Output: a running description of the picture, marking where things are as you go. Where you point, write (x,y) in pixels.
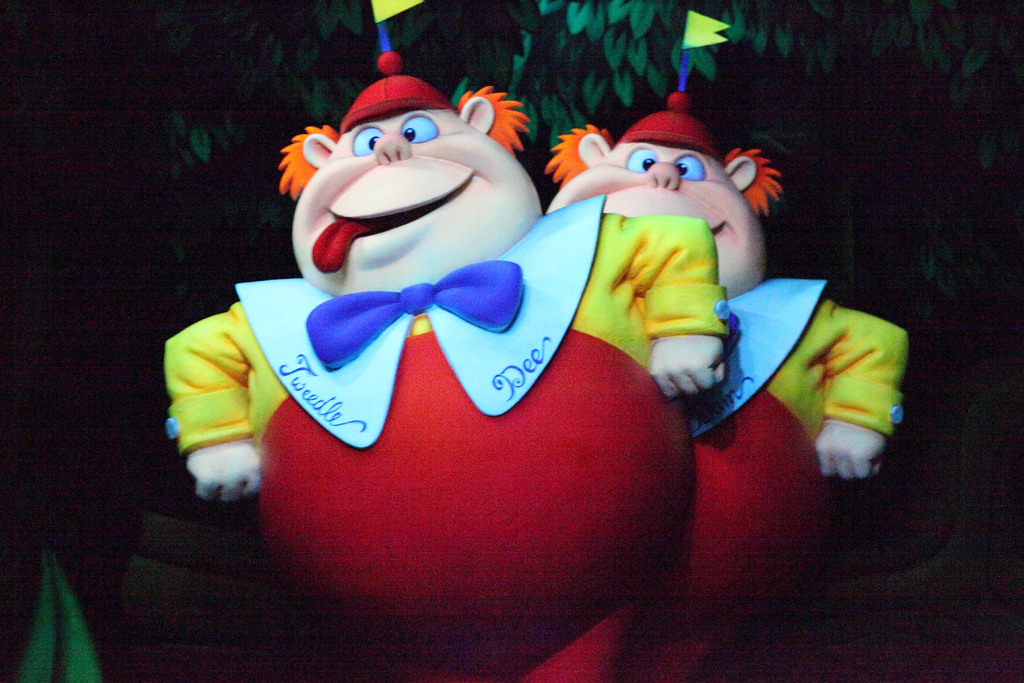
In this picture we can see two toys (720,429) in the front (672,433), in the background (529,44) we can see some leaves (595,40), there is a dark background (30,96).
